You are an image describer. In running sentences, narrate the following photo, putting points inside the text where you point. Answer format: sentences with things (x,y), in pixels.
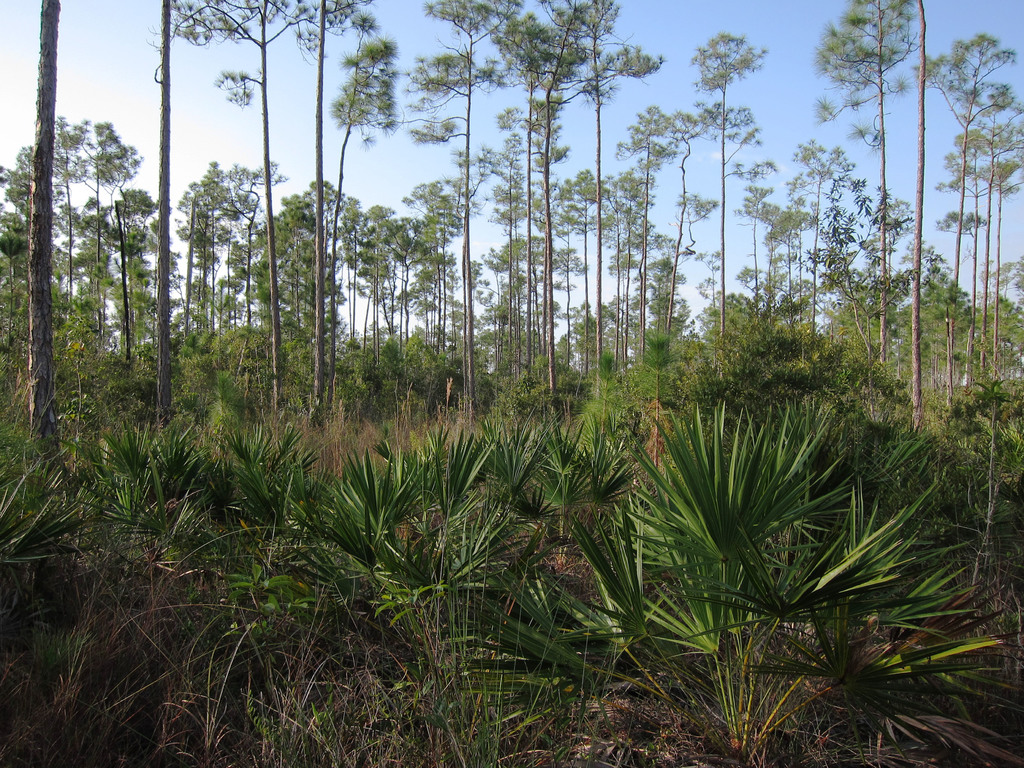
In this picture we can see there are plants (361,448) and trees (464,249). Behind the trees (529,86), there is the sky (631,84).
